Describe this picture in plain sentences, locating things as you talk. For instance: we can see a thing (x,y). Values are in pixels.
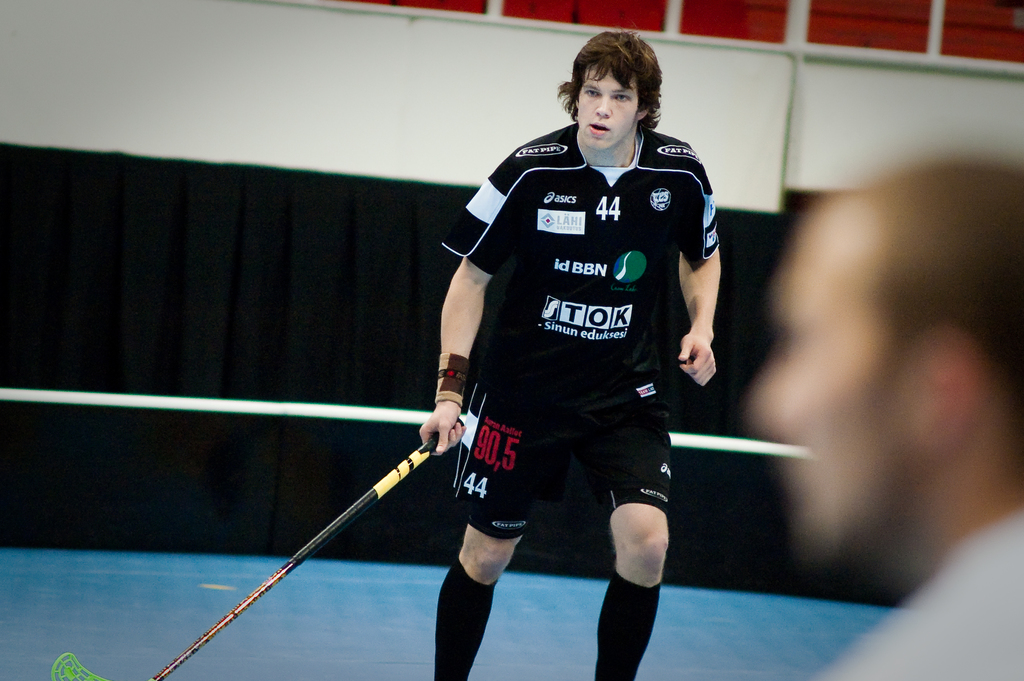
In the foreground of this picture (930,351) we can see a person (927,371). In the center (590,314) we can see another person (588,152) wearing black color T-shirt (590,262), holding a hockey stick (317,547) and seems to be running. In the background (288,124) we can see the wall (353,50), curtain (406,324) and some other objects (738,439).
